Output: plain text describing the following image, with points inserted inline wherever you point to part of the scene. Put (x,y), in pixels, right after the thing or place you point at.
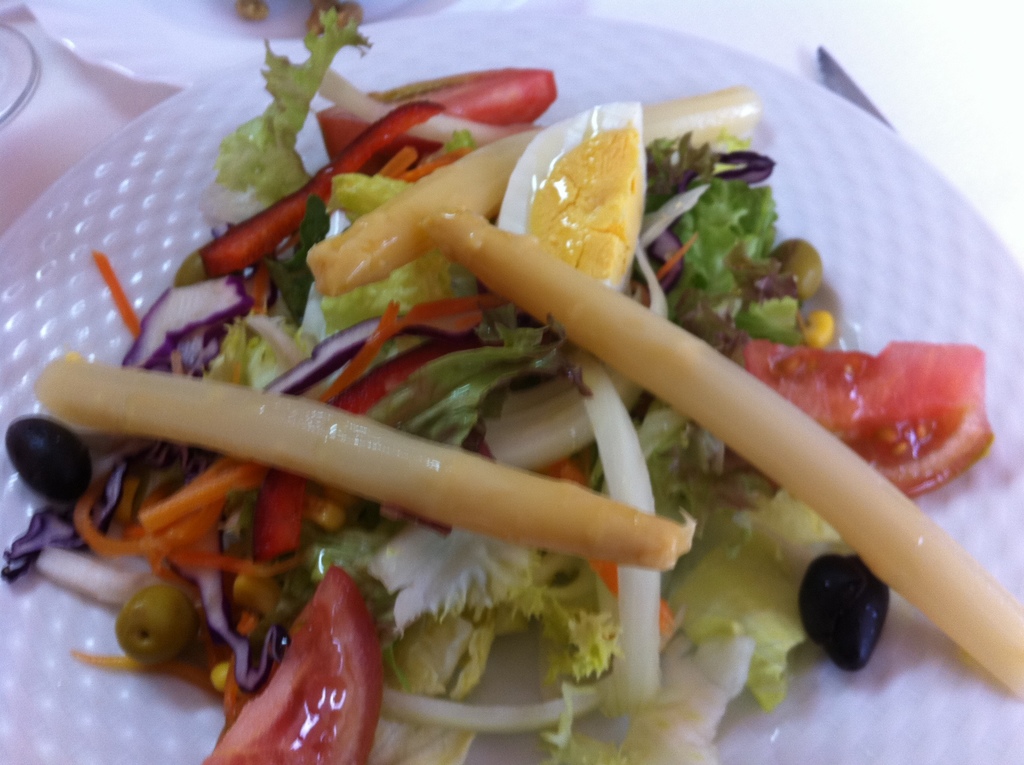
In this picture we can see food (318,358) in the plate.
